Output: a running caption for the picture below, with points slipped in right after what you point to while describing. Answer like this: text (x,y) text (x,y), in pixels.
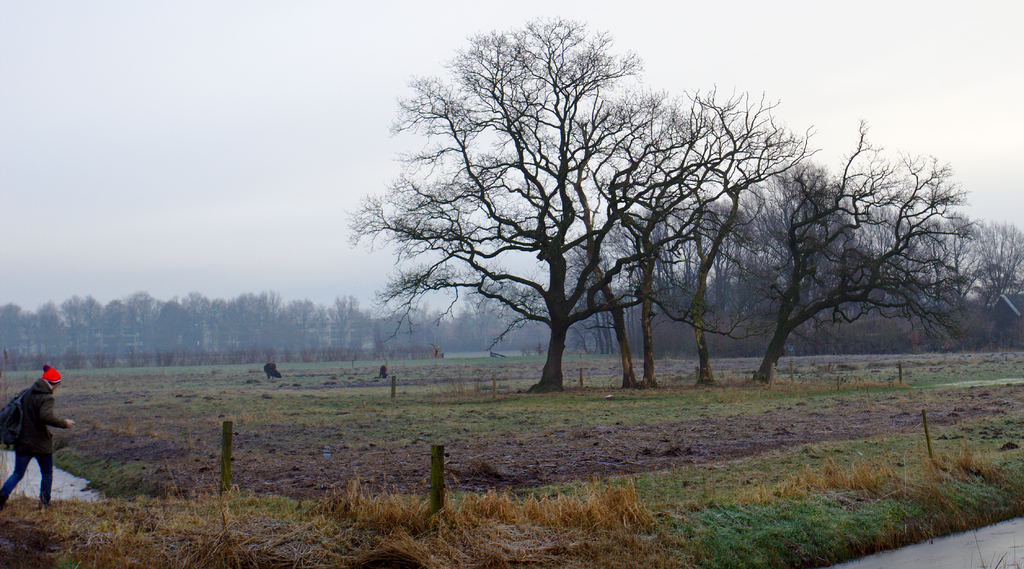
This picture shows trees (472,264) and we see a woman (46,452) walking and she wore a backpack (1,425) on her back (39,429) and we see grass (427,404) on the ground (375,439) and a cloudy sky (172,51) and we see water (38,483).
